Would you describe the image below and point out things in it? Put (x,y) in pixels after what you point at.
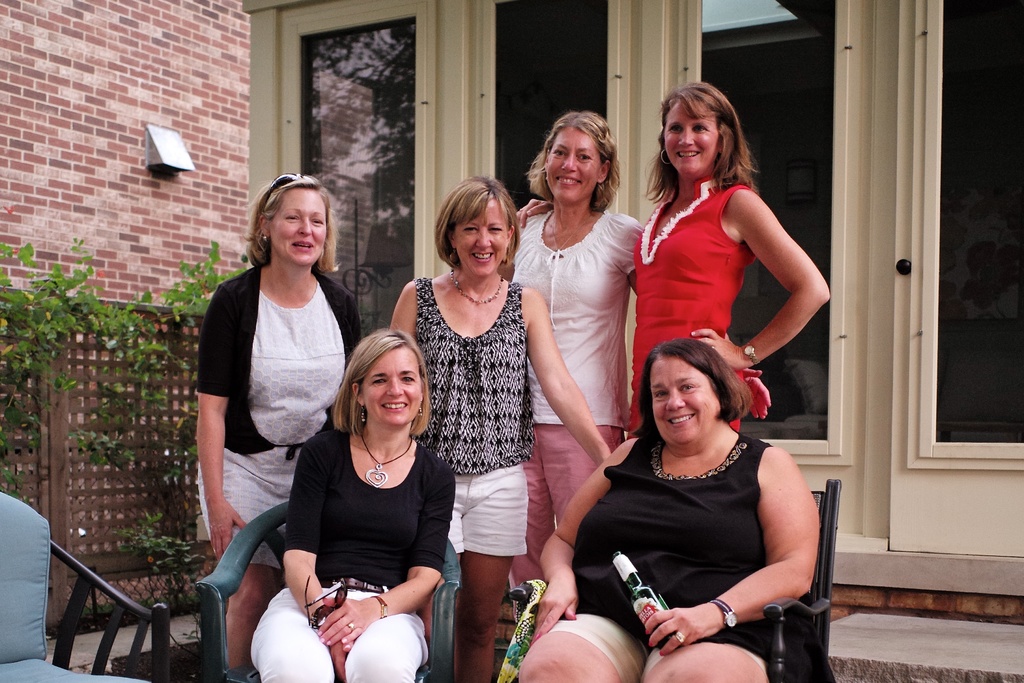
In this image we can see few persons (316,397) and among them few persons (395,569) are sitting on chairs (801,631) and holding objects (655,594). Behind the person (367,571) we can see a wall (876,27) of a building (342,105) on which we can see the glasses (505,59). On the left side (121,267), we can see a wall (123,242), fencing (127,387) and a few plants (73,297).
